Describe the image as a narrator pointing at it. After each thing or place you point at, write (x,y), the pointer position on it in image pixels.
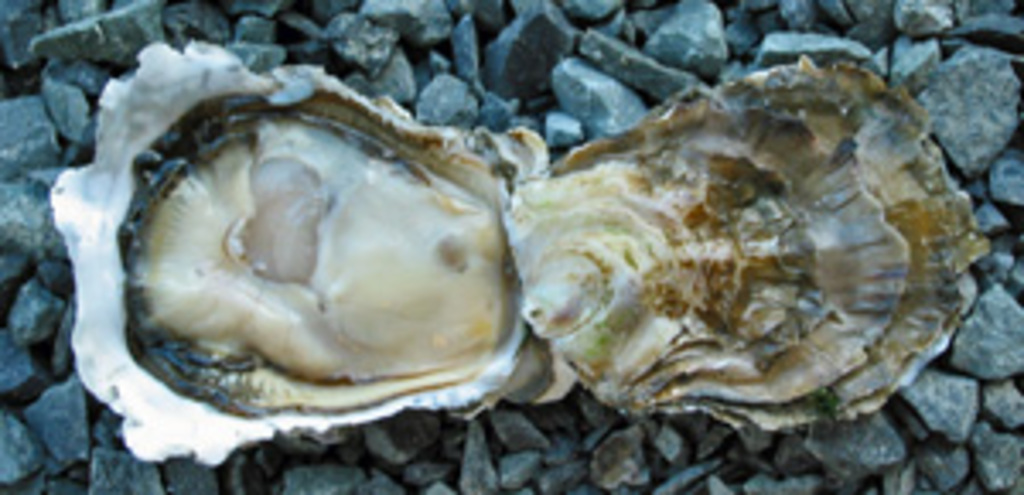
There is a shell (780,404) in the center of the image (509,251) on the stones (509,424).
